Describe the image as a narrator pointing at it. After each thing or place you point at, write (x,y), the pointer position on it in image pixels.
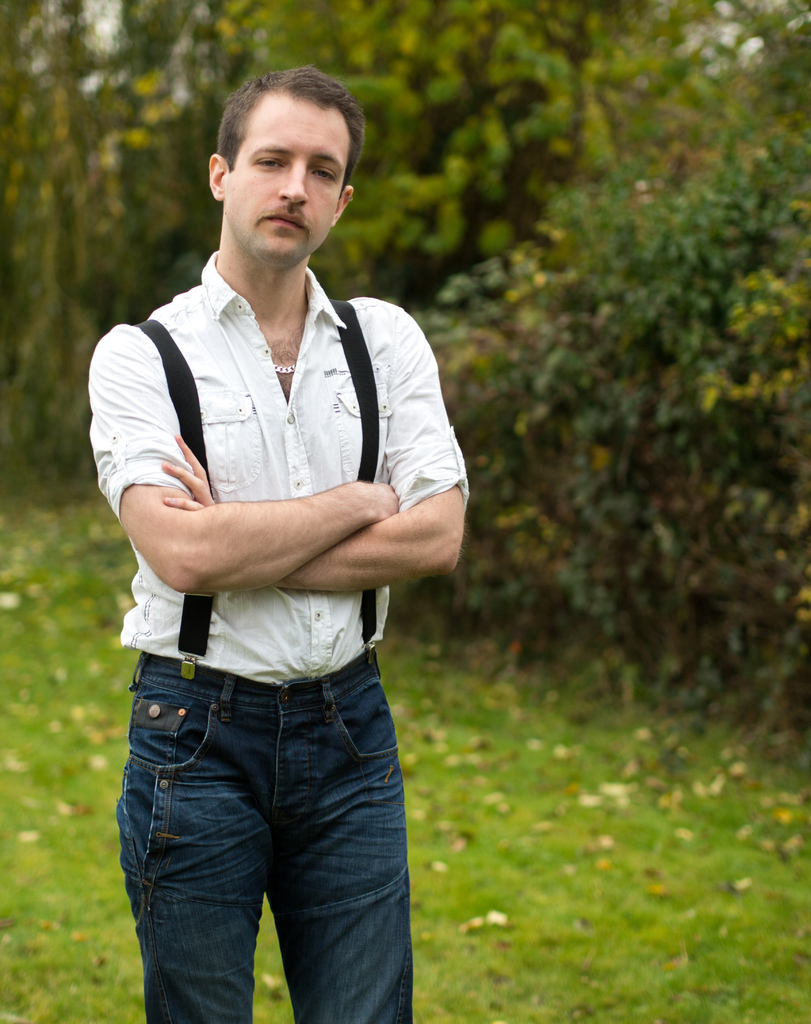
In the center of the image (349,569) we can see a person (327,593) is standing. In the background (336,58), we can see trees (511,100) and grass (612,906).
